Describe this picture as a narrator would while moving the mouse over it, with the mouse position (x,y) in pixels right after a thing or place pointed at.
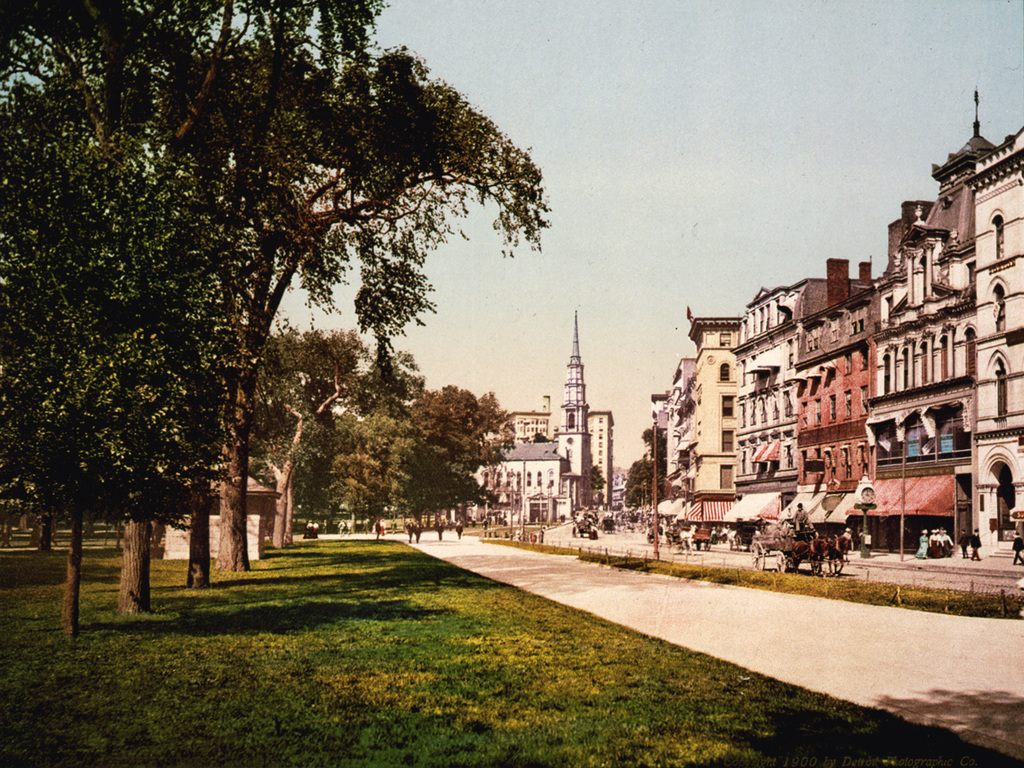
On the right side of the image (927,429) we can see buildings (927,429), persons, vehicles (782,549), grass (978,607) on the road (853,558). On the left side of the image (269,24) we can see grass (211,627), trees (182,475) on the road (732,552). In the background (617,415) we can see buildings (608,424) and sky (623,274).
